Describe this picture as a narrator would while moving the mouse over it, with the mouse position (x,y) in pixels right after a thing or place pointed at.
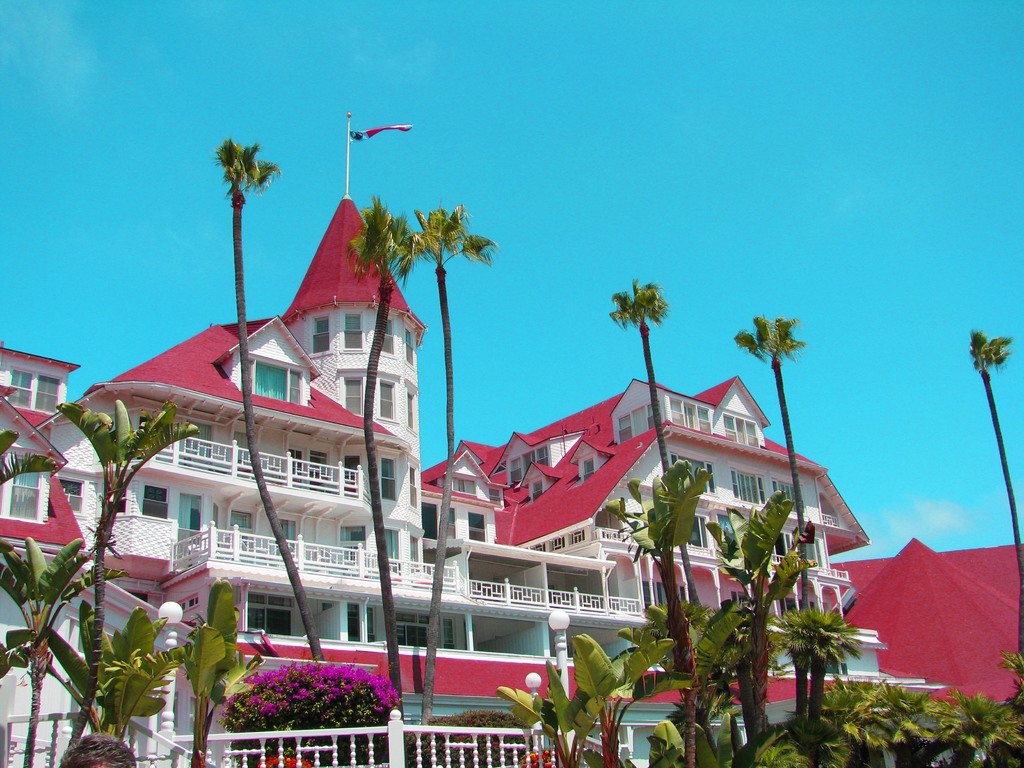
At the bottom of the picture (437,722), we see plants (412,735) and an iron railing (372,735). Behind that, we see a plant (369,722) with pink color flowers (261,709). Behind that, we see a building (424,520) in white and red color. At the top of the building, we see a flag (397,125) in red and blue color. There are many trees (451,449). At the top of the picture (638,218), we see the sky (735,195), which is blue in color.
